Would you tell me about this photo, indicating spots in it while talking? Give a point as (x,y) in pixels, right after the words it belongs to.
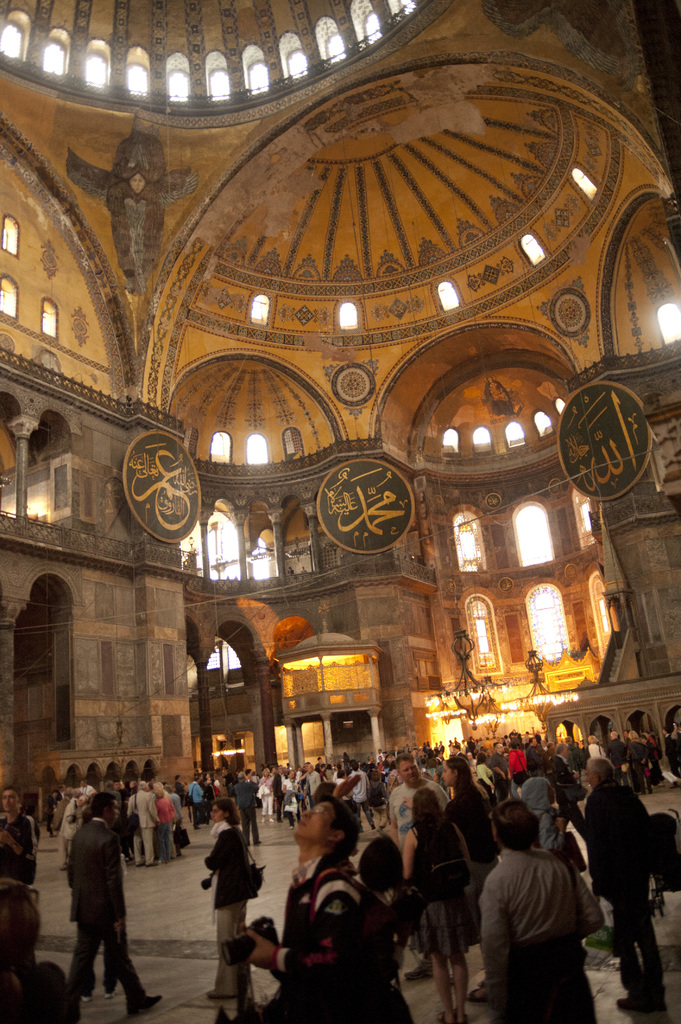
In this image, we can see an inside view of a mosque (528,579). There is a crowd (527,871) at the bottom of the image (518,883). There are some windows (210,558) in the middle of the image (232,664).
